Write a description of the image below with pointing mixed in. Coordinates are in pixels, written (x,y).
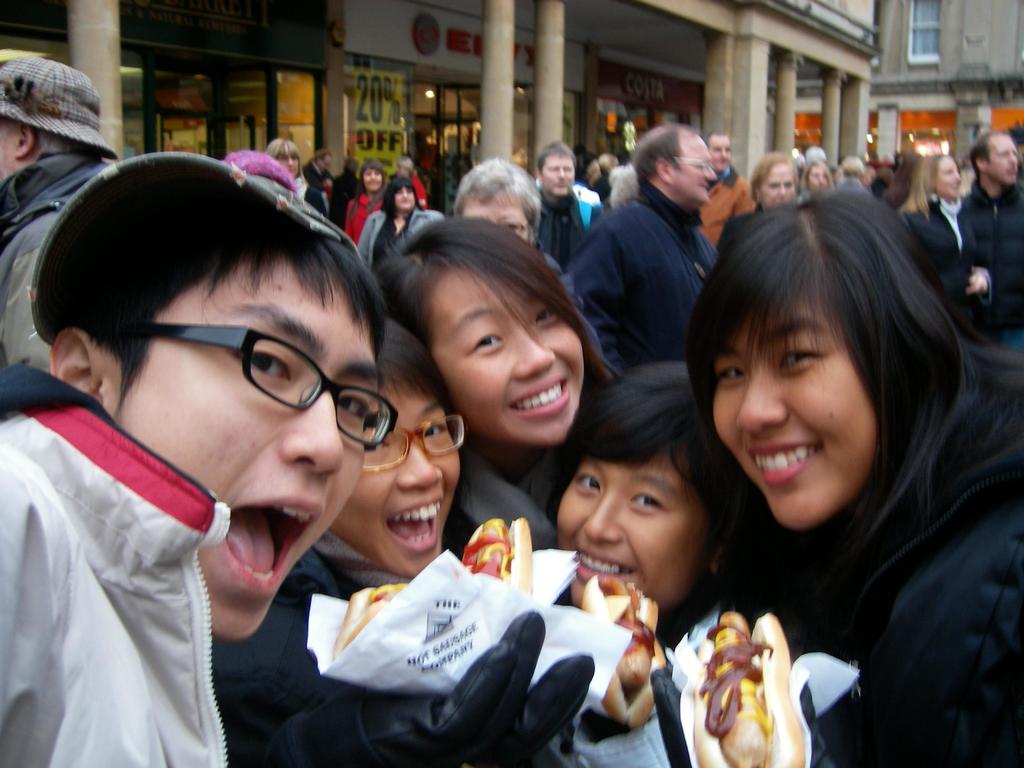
In this image I can see group of people (117,420), and few persons (668,569) are holding food items (769,760). In the background (636,9) there are buildings (402,61) and pillars (857,98).
